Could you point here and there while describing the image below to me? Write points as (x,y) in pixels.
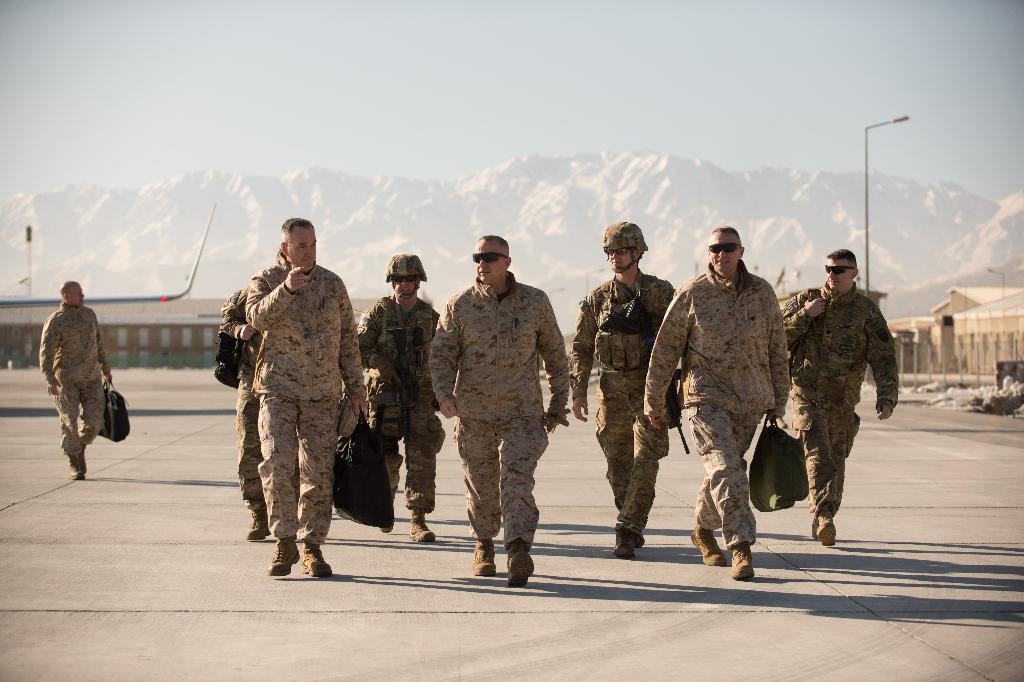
There are soldiers (633,487) walking in the foreground area of the image (744,352), it seems like houses (999,346), poles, mountains (740,177) and the sky (447,137) in the background (698,218).
